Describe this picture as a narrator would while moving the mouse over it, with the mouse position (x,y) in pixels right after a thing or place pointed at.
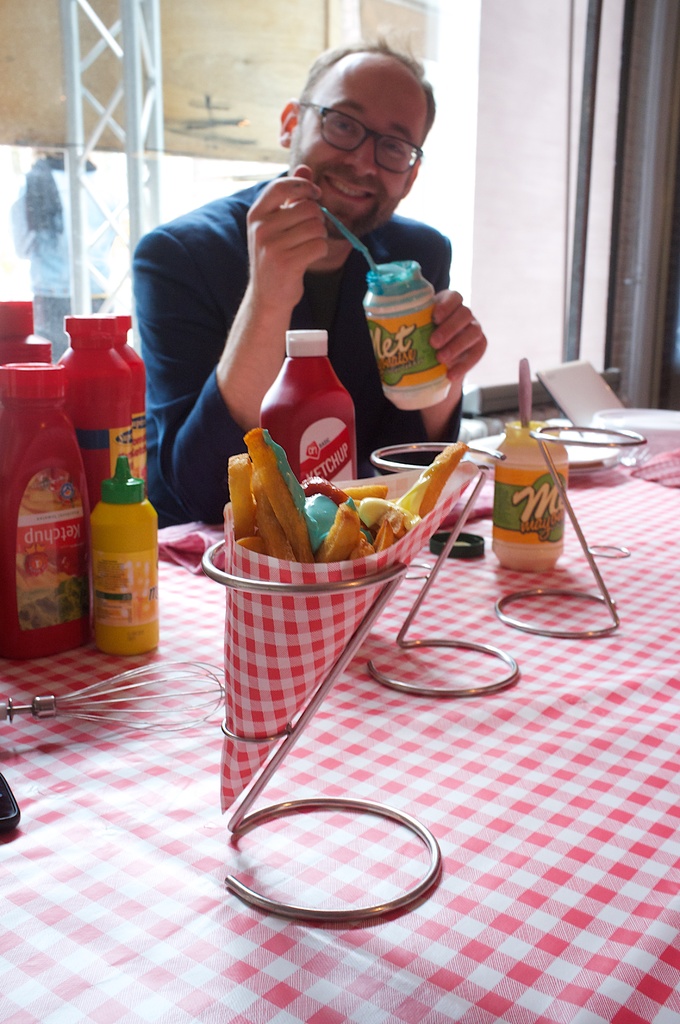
In this image we can see a man (254,381) sitting on the chair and holding spoon (351,237) and a pet jar (396,333) in his hands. In front of him a table (122,796) is placed and on the table (132,729) there are condiments (108,419), food (417,503) and crockery (341,583). In the background (53,202) we can see person (53,202) and a grill (143,122).
